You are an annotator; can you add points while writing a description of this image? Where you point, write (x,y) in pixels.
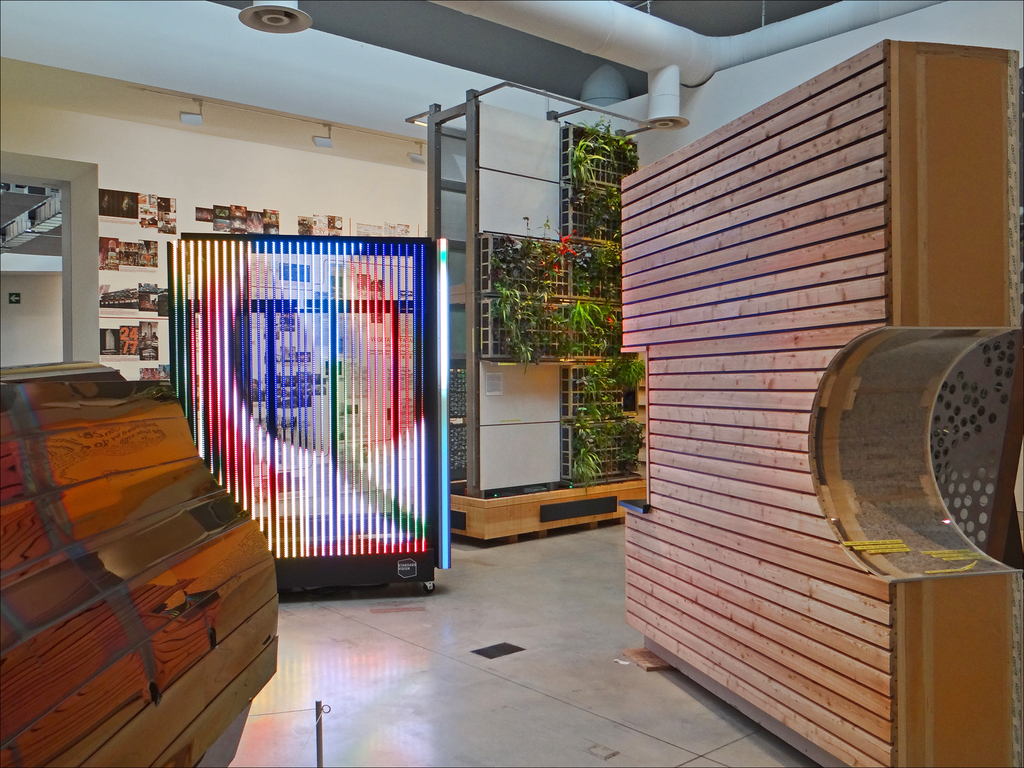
In this image I can see the wooden structure (126,573), the wooden wall (752,556), the floor (410,646) and object (307,466) to which I can see red, white and blue colored lights (243,428). In the background (293,175) I can see the cream colored wall (322,178), few photos (233,206) attached to the wall (198,206), the ceiling (355,33), a white colored pipe (610,42) and few lights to the ceiling (423,100).
